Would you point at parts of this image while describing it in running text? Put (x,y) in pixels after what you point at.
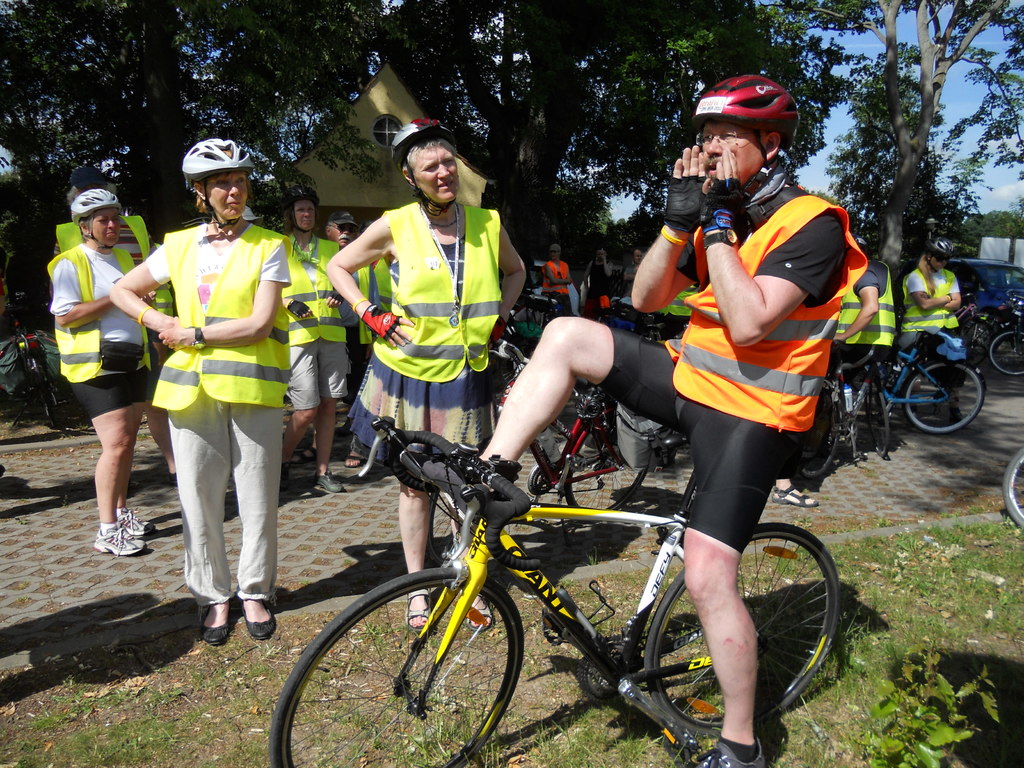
In this image I can see the group of people (381,338) standing and some people (784,434) sitting on the bicycle (624,675). At the back (429,75) there are some trees (579,97) and I can also see the vehicles (939,377) on the road (902,457).
